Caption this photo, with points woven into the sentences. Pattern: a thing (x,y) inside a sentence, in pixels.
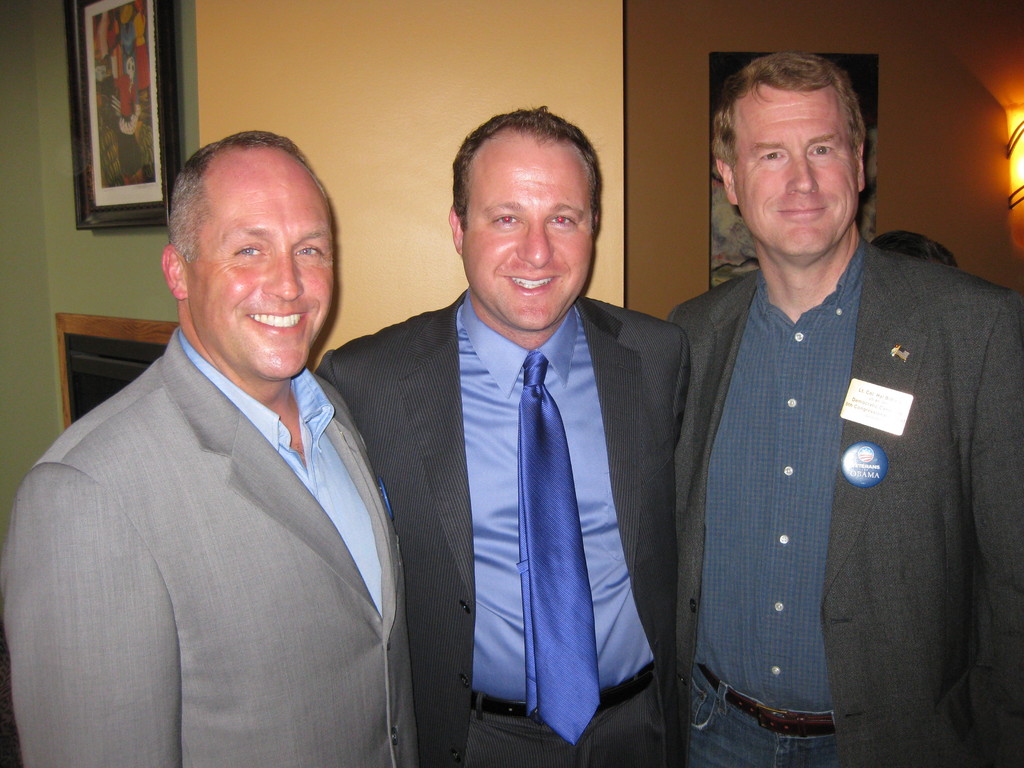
There are three men (592,309) standing and smiling. In the background (415,265) we can see frame (130,97) on a wall (614,185) and light (1016,124).
